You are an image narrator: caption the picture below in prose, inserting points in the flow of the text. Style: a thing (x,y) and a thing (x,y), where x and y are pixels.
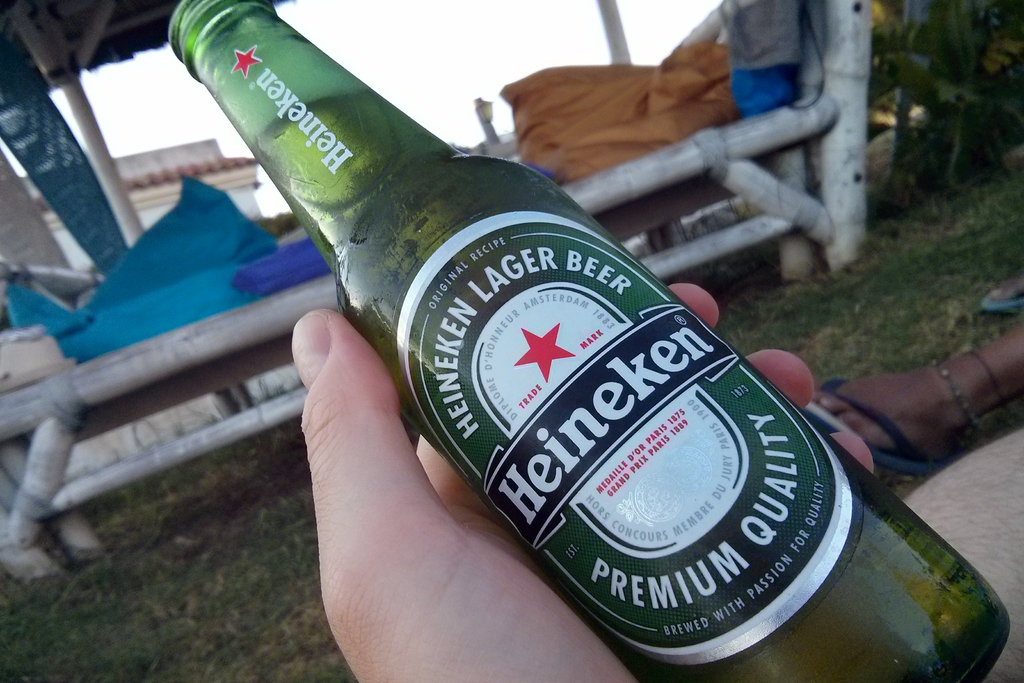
In a picture a person (473,560) is catching a bottle (527,279) with his hands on the bottle (621,388) there is a label (699,437) with a text (692,407) on it near the person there is a grass (232,559) and there is a building (212,172) and clear sky (421,33).
